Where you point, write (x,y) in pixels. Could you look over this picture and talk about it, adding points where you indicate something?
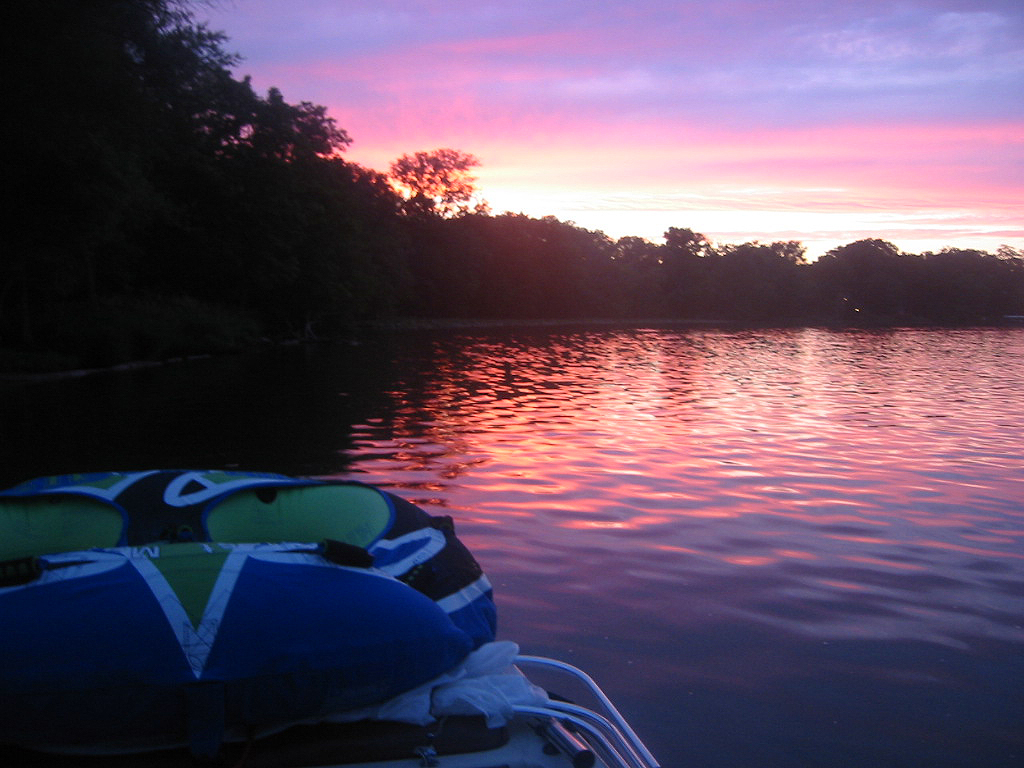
On the left side (252,665) it is the boat (359,677), this is water (711,531). There are trees (482,286) in the middle (614,287), at the top (772,132) it is the sky (748,184).
